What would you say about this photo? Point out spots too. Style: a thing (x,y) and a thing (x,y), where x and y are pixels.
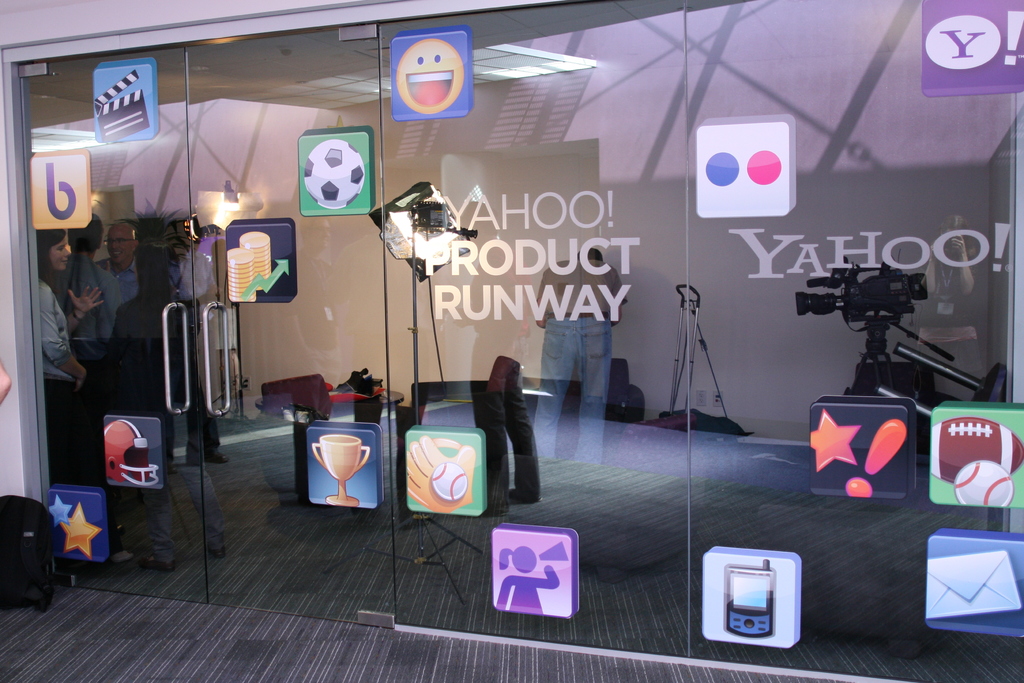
There is a room (605,295) and on the doors (644,275) of the room (756,351) there are different logos (147,419) attached, the doors (221,144) are made up of glass (443,255) and inside the room (424,292) there are some people (159,289) standing and discussing and in front of them there is a camera (863,306).
